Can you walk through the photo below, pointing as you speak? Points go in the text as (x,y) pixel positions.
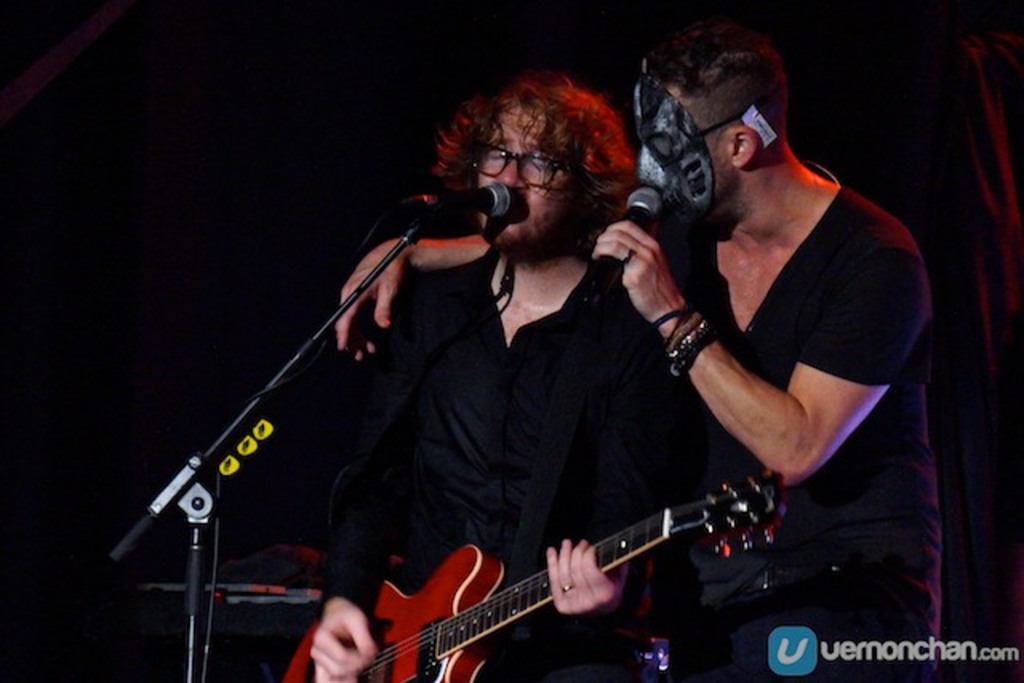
2 people (631,360) are standing wearing black shirts (588,368) and singing. the person (673,252) at the right (685,216) is wearing the mask (679,166). the person (631,172) at the left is playing red guitar (437,642). there is a microphone (455,199) present in front of them.
